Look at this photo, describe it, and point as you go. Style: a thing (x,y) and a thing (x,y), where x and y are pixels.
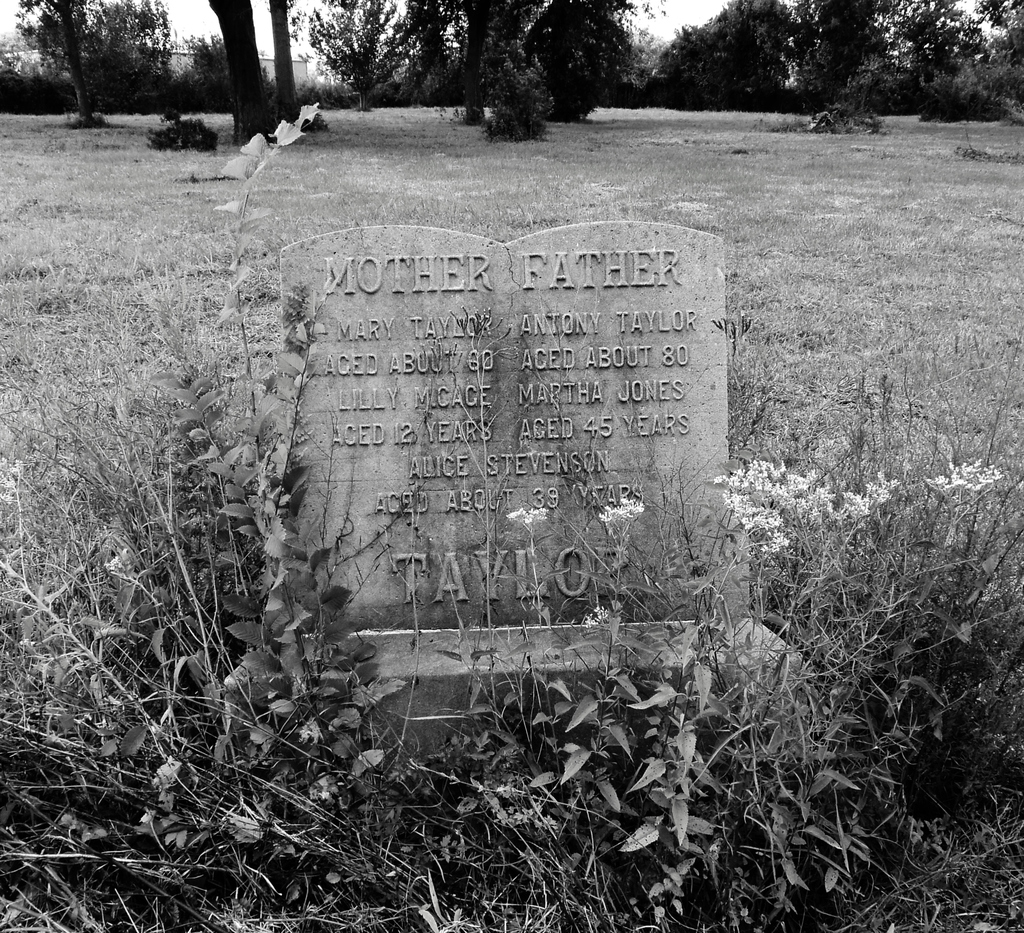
In this picture I can see text (627,495) on the stone (556,470) and few plants (249,546) and grass (355,200) on the ground (476,162) and I can see trees (258,95).
